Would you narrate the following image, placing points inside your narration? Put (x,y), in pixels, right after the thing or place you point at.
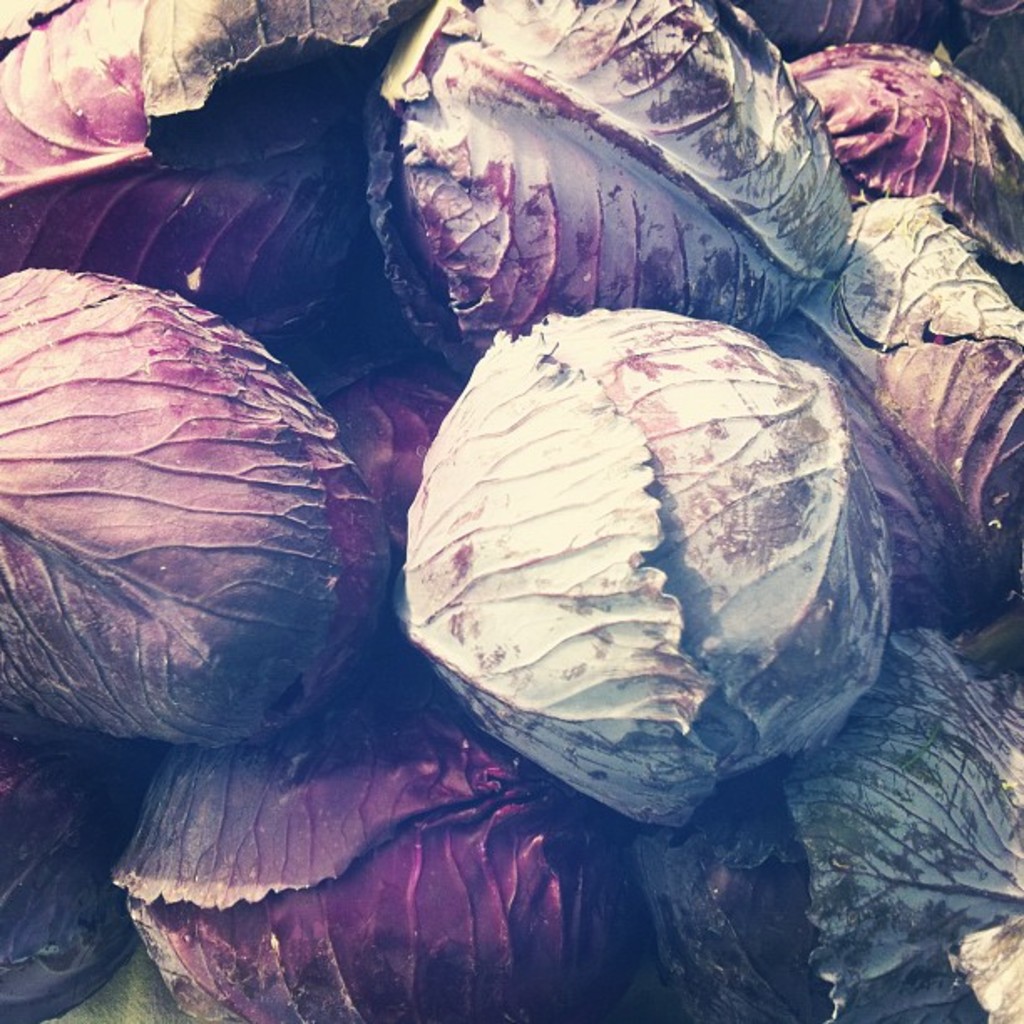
This picture consists of colorful cabbages (718,416).
